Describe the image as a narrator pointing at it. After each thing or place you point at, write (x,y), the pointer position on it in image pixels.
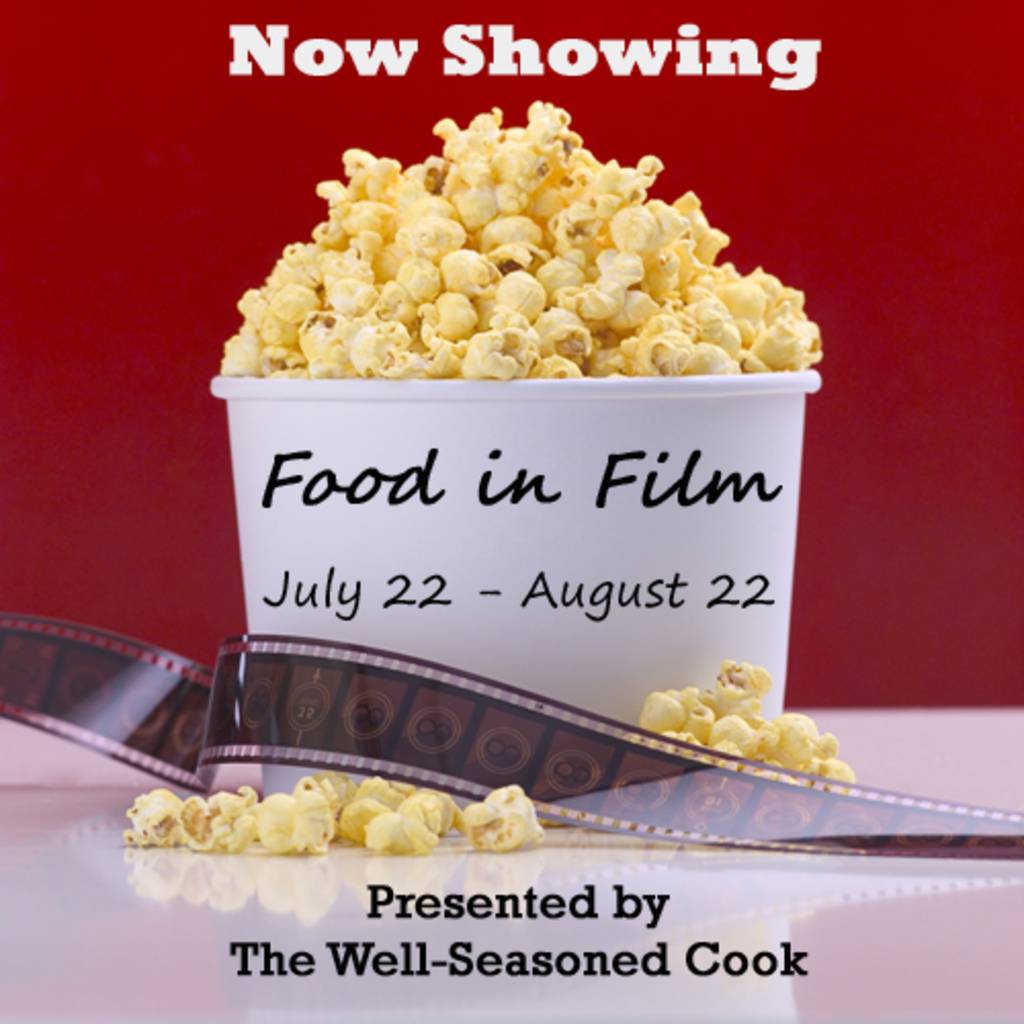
In this image we see paper popcorn box (686,422) filled with popcorn (691,309).
